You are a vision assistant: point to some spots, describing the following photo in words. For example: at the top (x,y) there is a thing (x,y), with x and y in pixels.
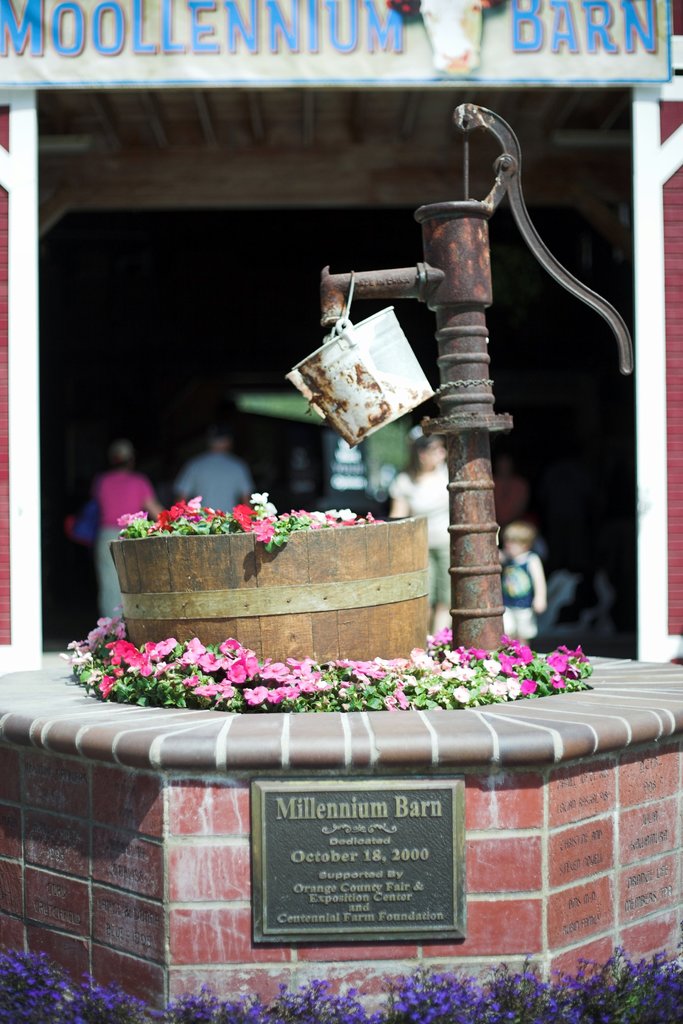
In the picture I can see the hand bore pump (446,316) on the right side (457,333) and I can see a bucket (386,343). I can see the flowers (213,514) in the wooden basket (262,658). I can see the memorial stone (308,870) and flowering plants (537,1006) at the bottom of the picture (383,917). In the background (121,491), I can see a few persons (131,496). I can see the name plate board (87,63) at the top of the picture (301,44).
